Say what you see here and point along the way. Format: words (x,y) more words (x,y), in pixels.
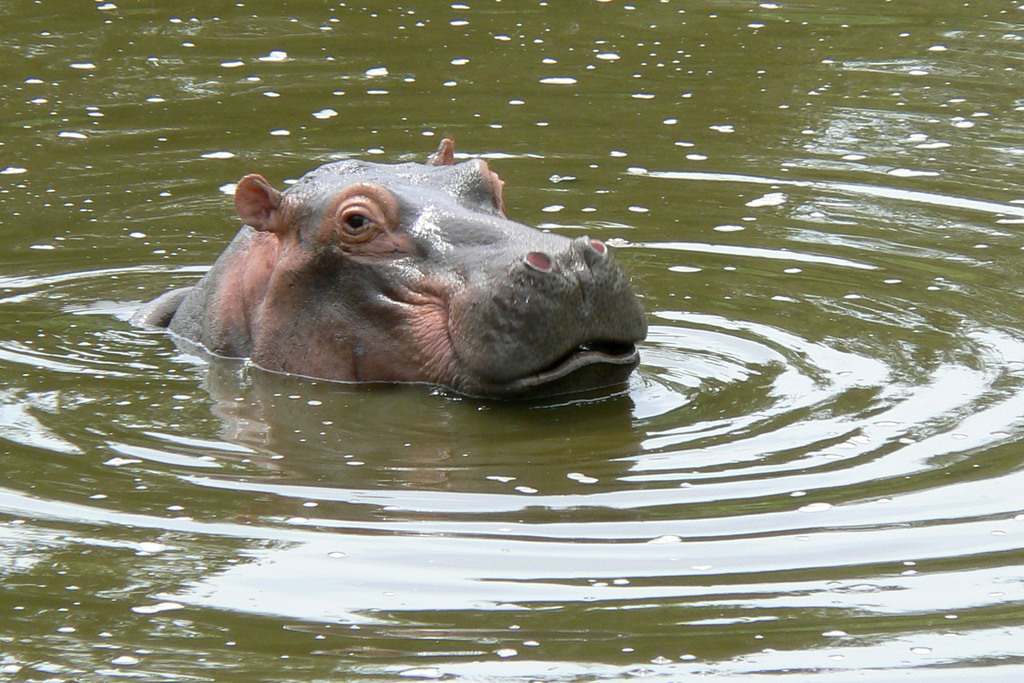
In this image, I can see an animal (446,290) in the water (632,384). This image taken, maybe during a day.
